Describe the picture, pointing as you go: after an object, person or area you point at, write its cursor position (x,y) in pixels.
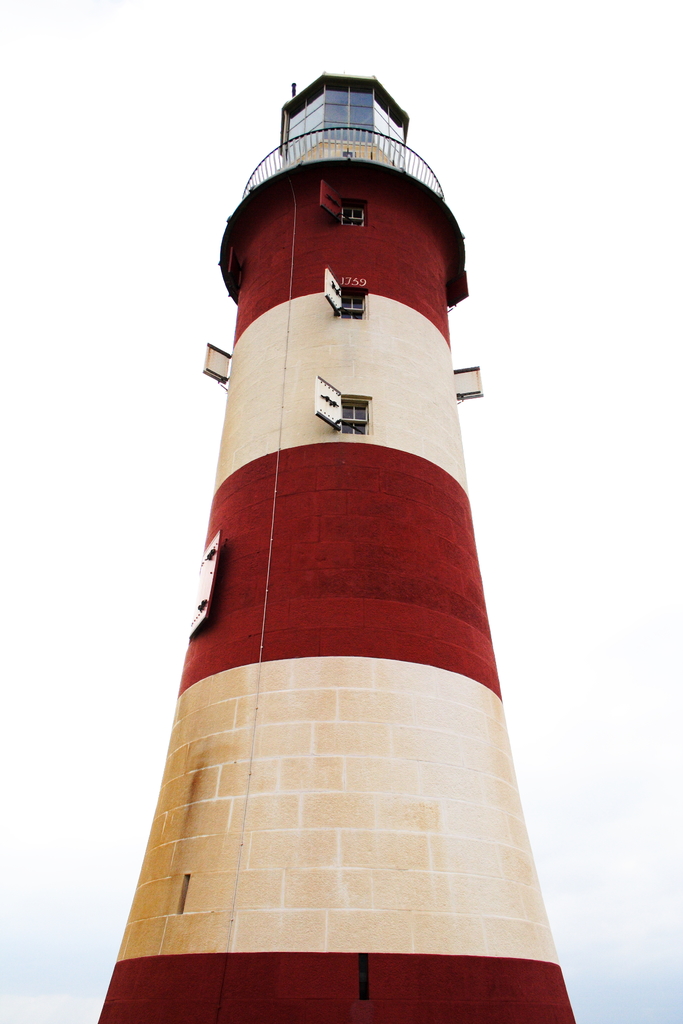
In the picture we can see light house (365,435).
